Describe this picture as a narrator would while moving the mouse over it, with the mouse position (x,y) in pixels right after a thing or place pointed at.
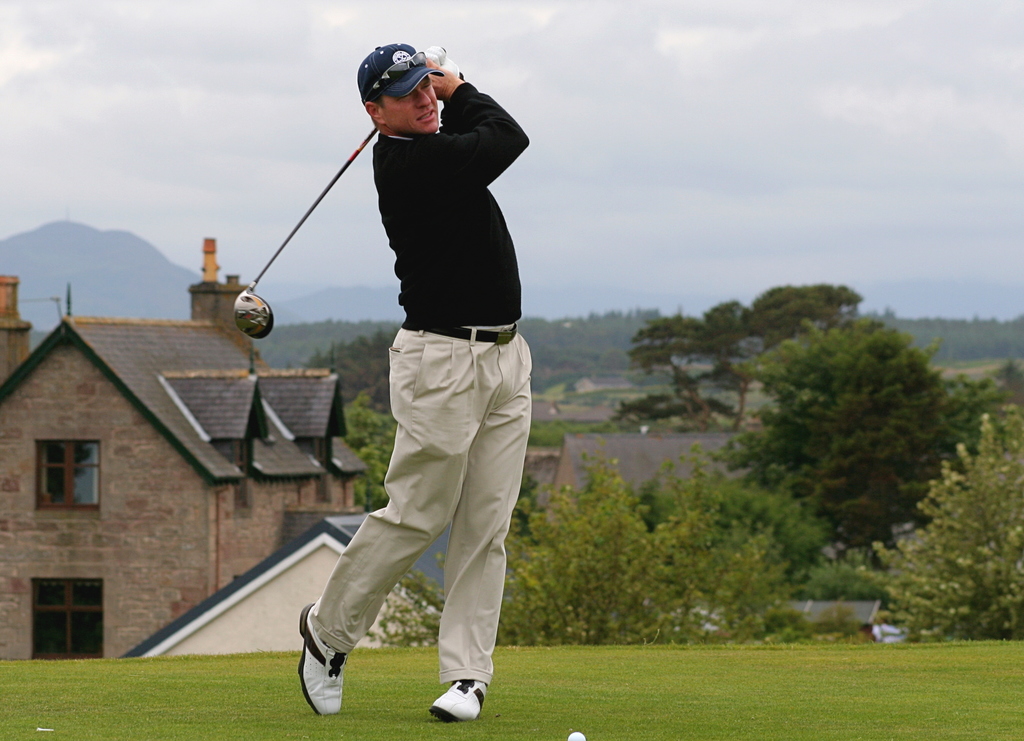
In this image I can see a person (469,242) wearing black shirt (446,216), white pant (454,457) and white shoe (458,687) is standing and holding a stick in his hand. I can see a white colored ball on the ground (618,705). In the background (602,631) I can see few buildings (303,480), few trees (623,483), a mountain (350,316) and the sky (671,97).
